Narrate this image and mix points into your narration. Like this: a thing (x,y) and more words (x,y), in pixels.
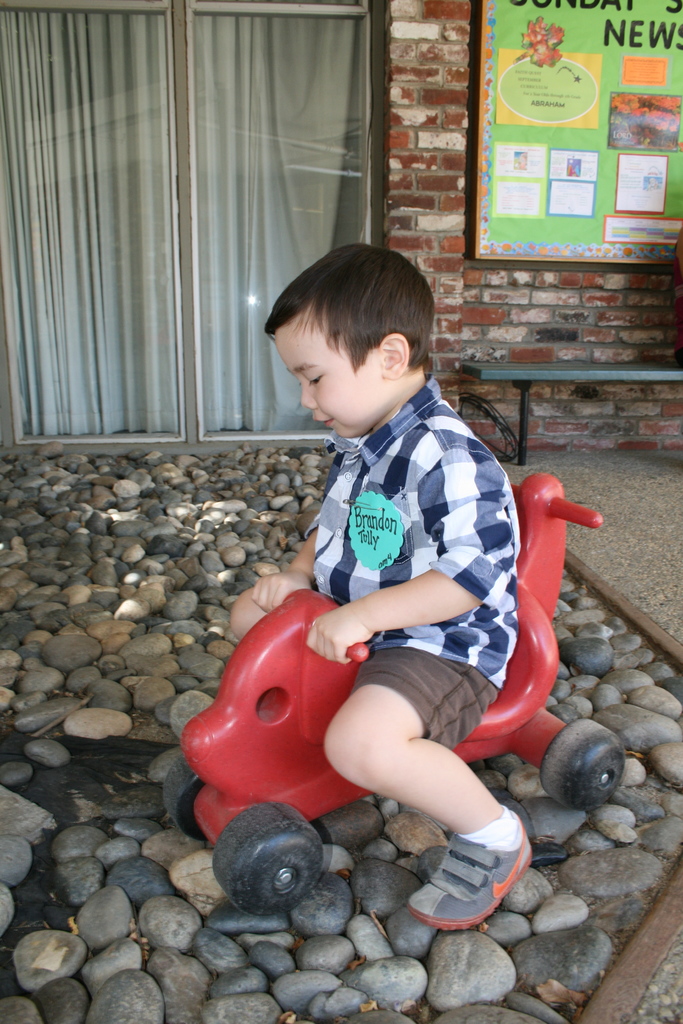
Here I can see a boy (379,757) is playing with a toy bicycle (282,769) which is placed on the ground (173,994). On the ground (429,976), I can see the stones (143,609). In the background (425,174) there is a wall (425,148) along with the doors (238,236). There is a board (577,98) attached to the wall (421,184) and also I can see the curtains (71,237).
